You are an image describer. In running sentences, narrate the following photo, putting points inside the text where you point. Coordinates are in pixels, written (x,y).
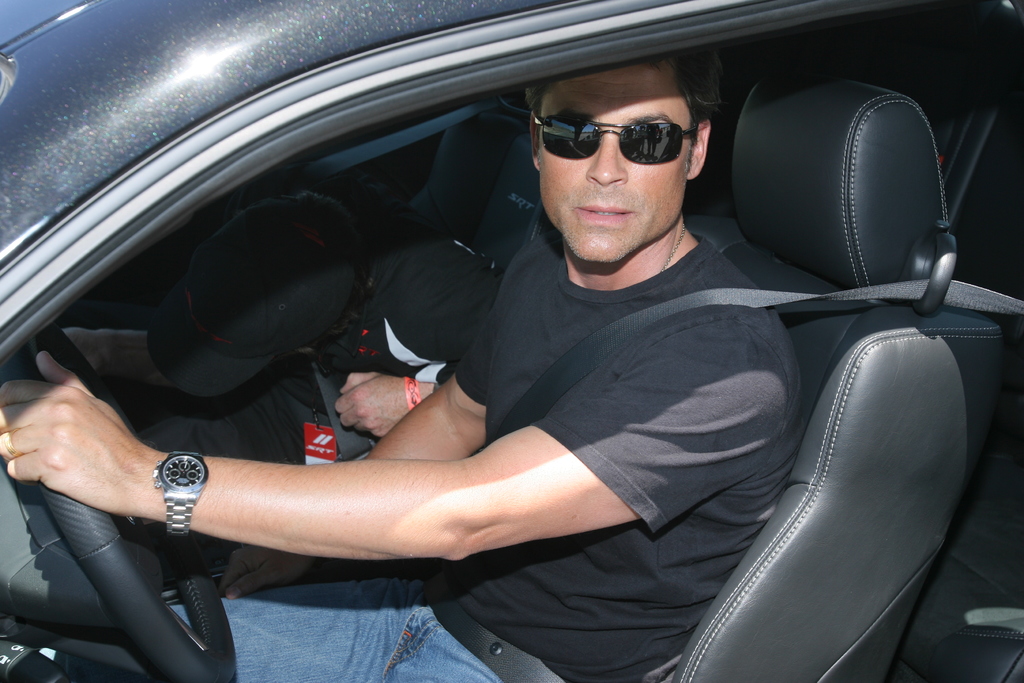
He is sitting in a car (227,543). He's holding a car steering (202,626). He's wearing a watch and spectacle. He's wearing a car belt (609,333). He's wearing a black shirt (647,363).
